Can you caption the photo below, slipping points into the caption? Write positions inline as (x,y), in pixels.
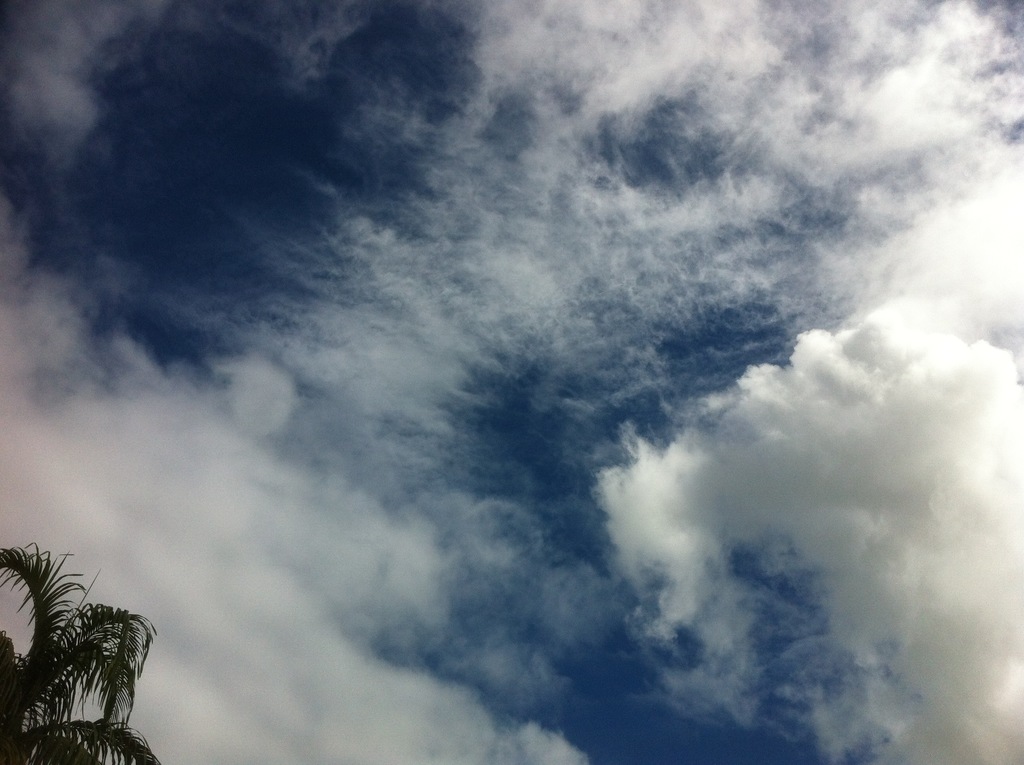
In this image we can see a tree (53,723), the sky (528,285) is cloudy.
